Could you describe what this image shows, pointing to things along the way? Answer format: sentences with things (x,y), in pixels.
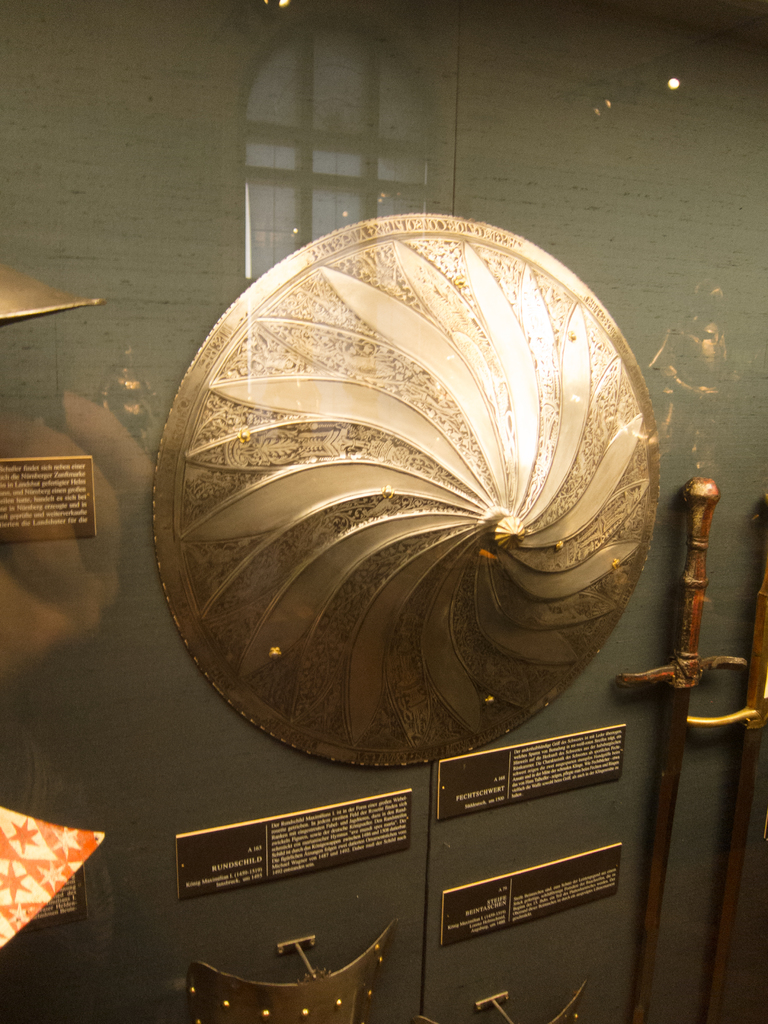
There is a glass wall (245,160). In the back (204,251) there is a wall (197,202). On the wall (161,243) there is a shield (515,568), swords (732,718) and name plates (81,510) with something written on that. On the glass (376,149) there is a reflection (377,139) of window (269,184).
